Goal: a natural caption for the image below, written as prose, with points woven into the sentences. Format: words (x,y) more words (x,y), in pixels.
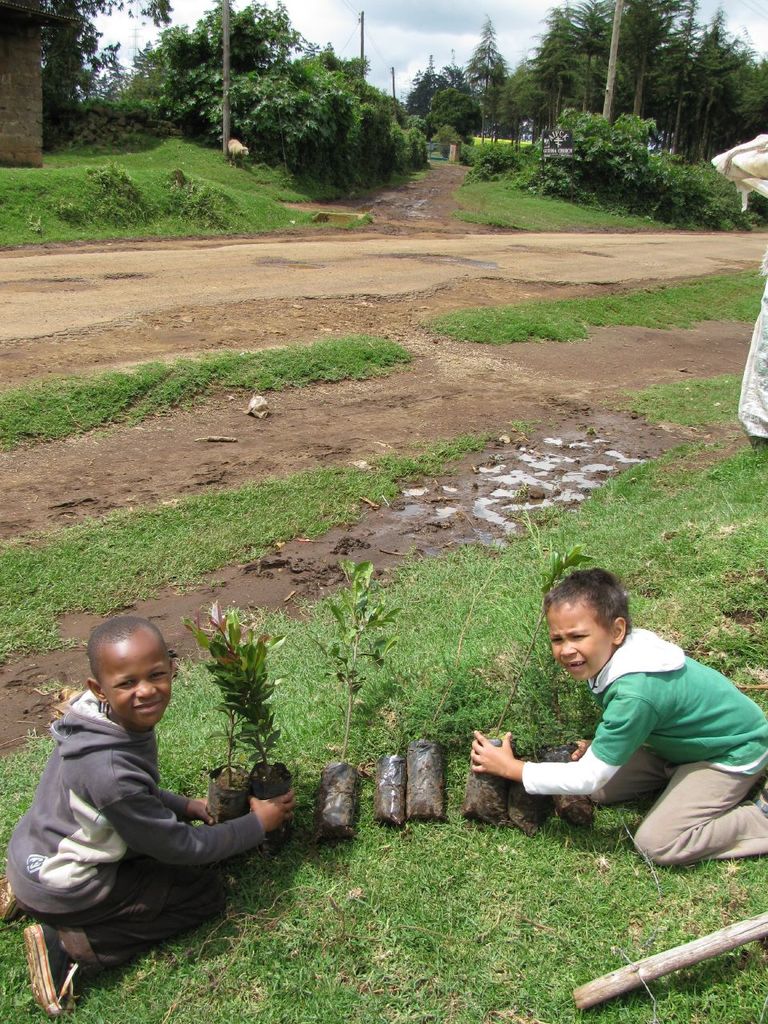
In the picture we can see a boy (87,805) sitting on the knees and holding some plants (564,805) and in the background (237,227), we can see some plants (285,178), trees (405,112), poles (613,32), sky (459,60) and clouds (242,5).
